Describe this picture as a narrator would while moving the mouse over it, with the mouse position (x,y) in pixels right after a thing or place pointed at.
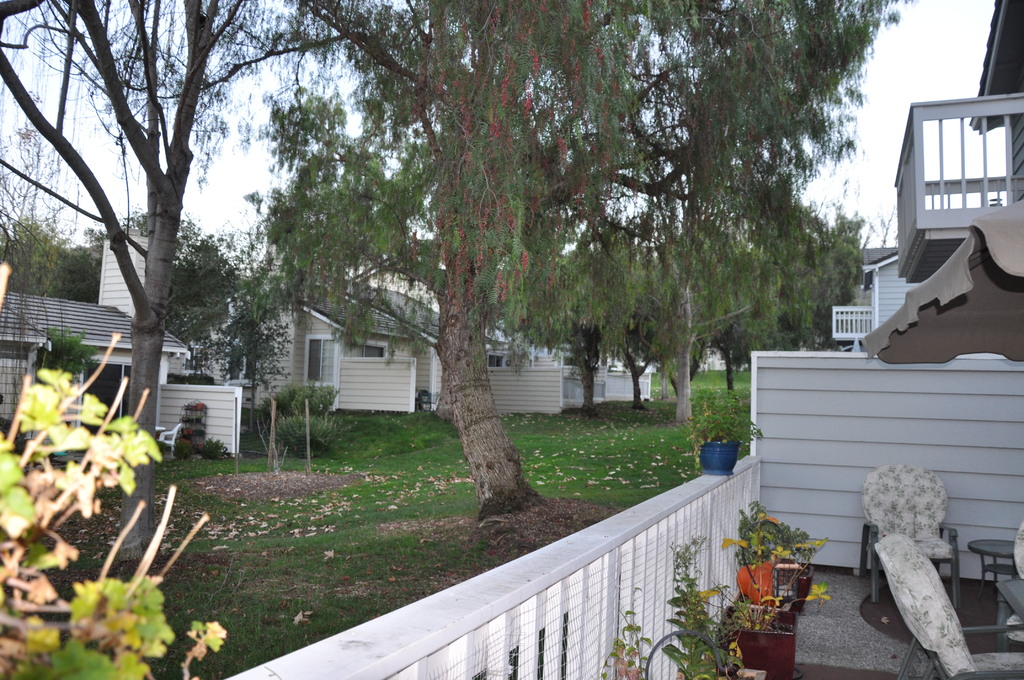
In this image I can see buildings (20,339). There are trees (452,362), there are plants (697,612) with flower pots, there are chairs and tables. And in the background (856,143) there is sky (871,155).
